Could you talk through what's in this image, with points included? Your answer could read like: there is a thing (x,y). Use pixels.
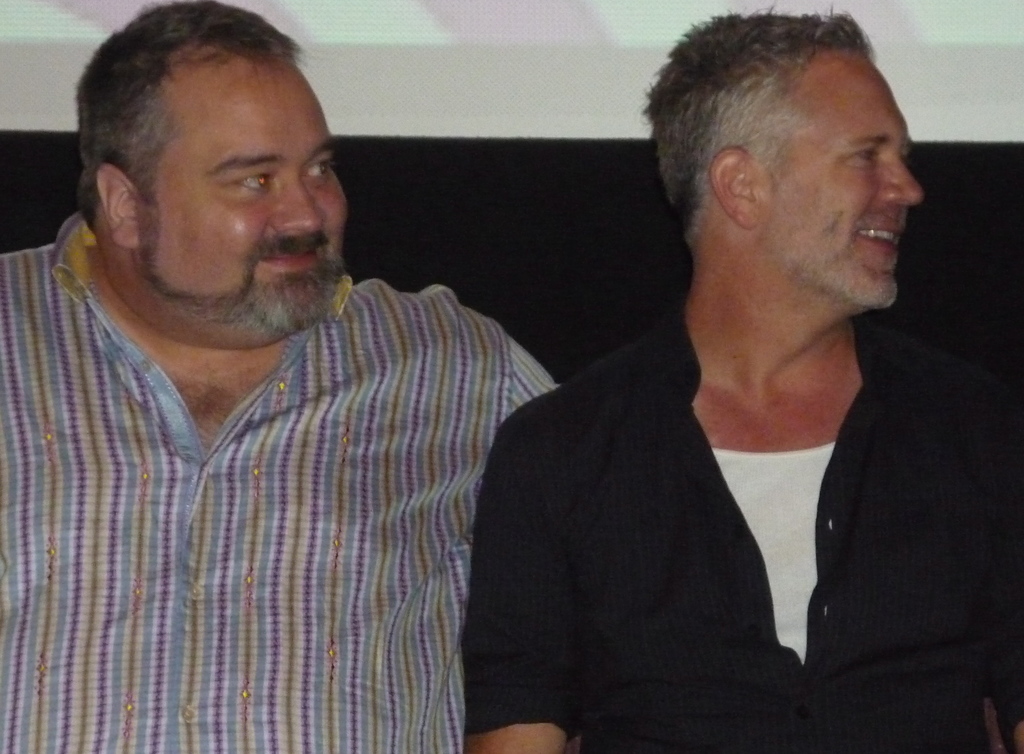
In this picture we can see men (954,668), it seems like they are sitting. They both are smiling.
